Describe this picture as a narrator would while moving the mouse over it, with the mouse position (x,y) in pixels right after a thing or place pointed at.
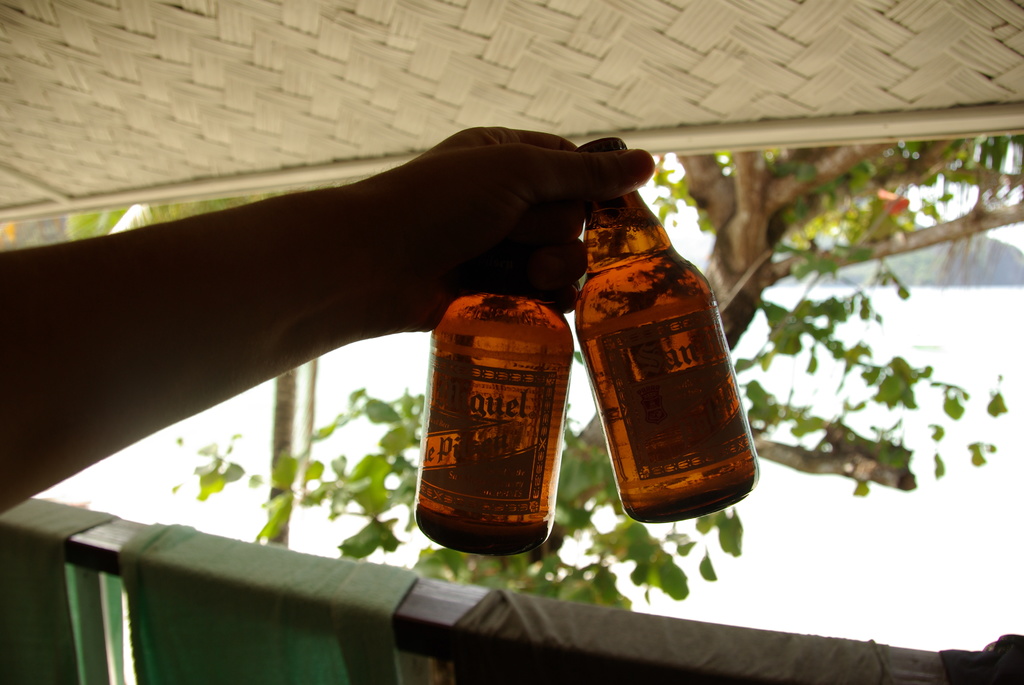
In this image i can see a person's hand (542,268) who is holding two bottles (559,404) at the foreground of the image (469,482).
